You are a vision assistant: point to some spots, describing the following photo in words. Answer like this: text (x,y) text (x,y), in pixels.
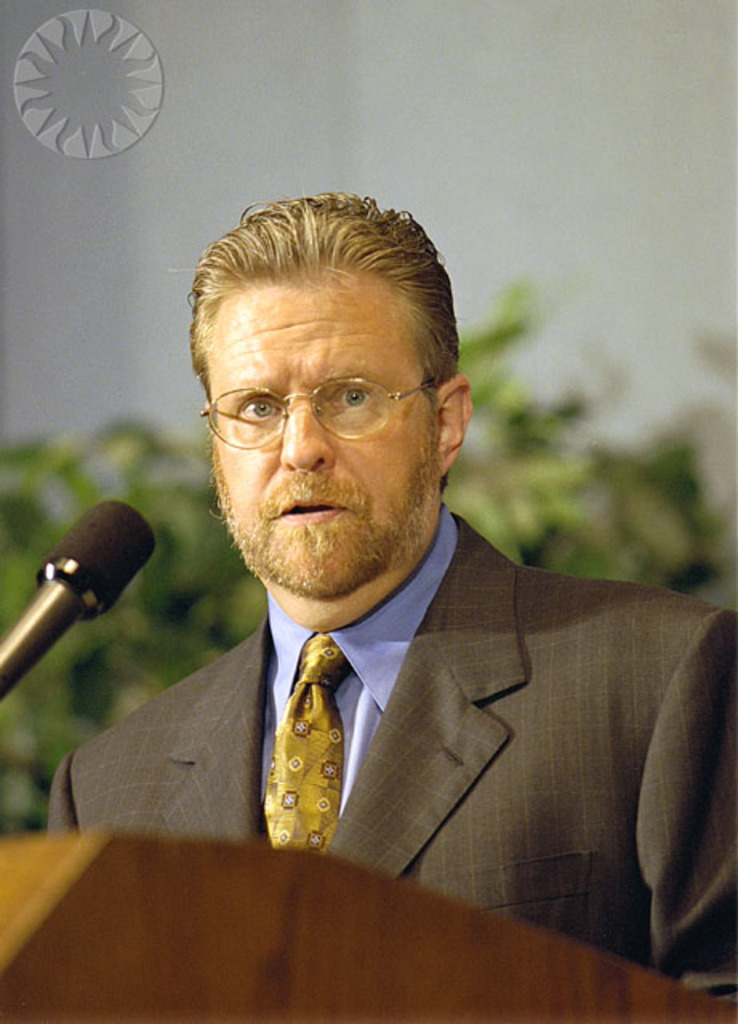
In this picture we can see a person (415,749). There is a mic (86,553) and a podium (180,1001). Few plants (118,681) are visible in the background (112,688).
